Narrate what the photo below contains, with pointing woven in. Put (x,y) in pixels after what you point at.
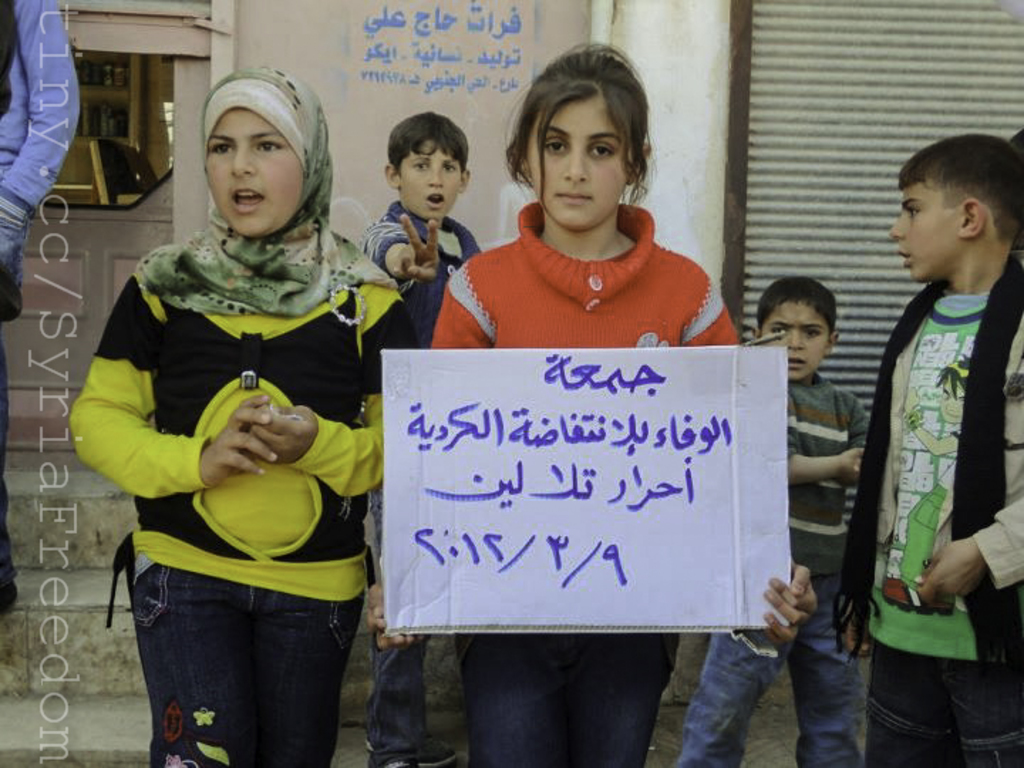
In this image there is a girl (574,341) holding a board (456,495) with some text (526,551) on it, beside and behind her there are a few people (353,351) standing. On the left side of the image (36,122) there is a person (63,116) standing on the stairs (25,505) and there is some text (48,416) in the foreground (45,718). In the background (669,66) there are metal shutters (865,182) and some text (505,56) on the wall (498,79).
